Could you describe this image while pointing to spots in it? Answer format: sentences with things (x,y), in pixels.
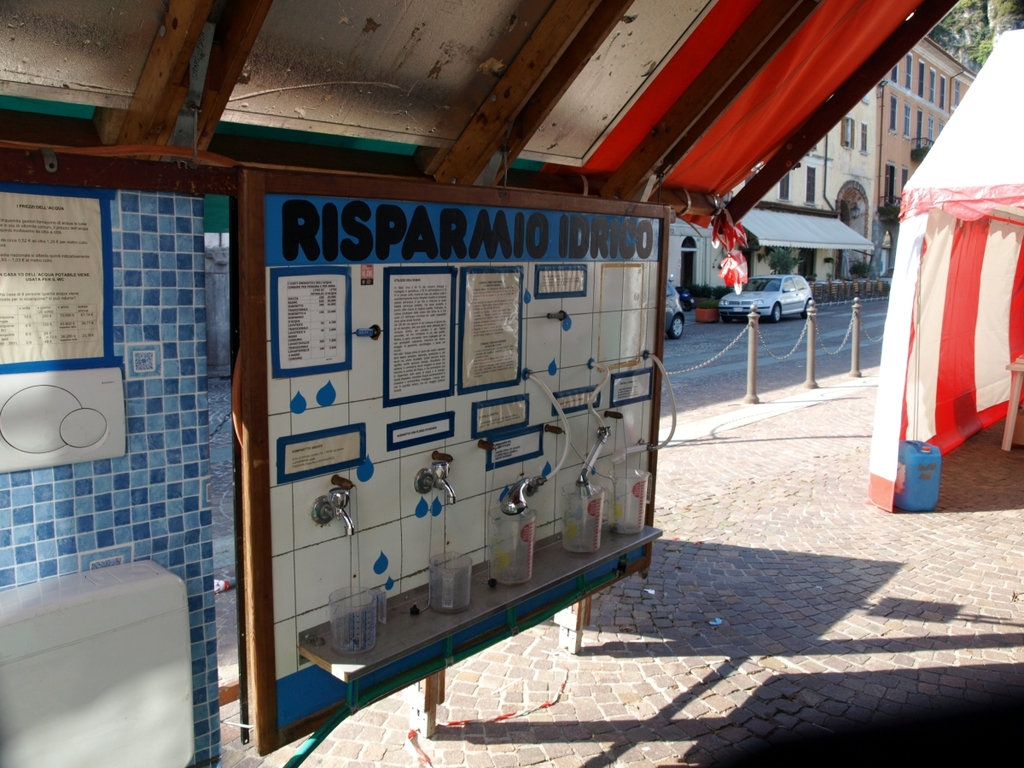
In the foreground (517,492) I can see water taps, mugs (446,582), tents (890,391) and a fence (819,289). In the background (737,317) I can see vehicles (737,317) on the road (833,306), trees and buildings (862,155). This image is taken during a sunny day on the road (742,506).
